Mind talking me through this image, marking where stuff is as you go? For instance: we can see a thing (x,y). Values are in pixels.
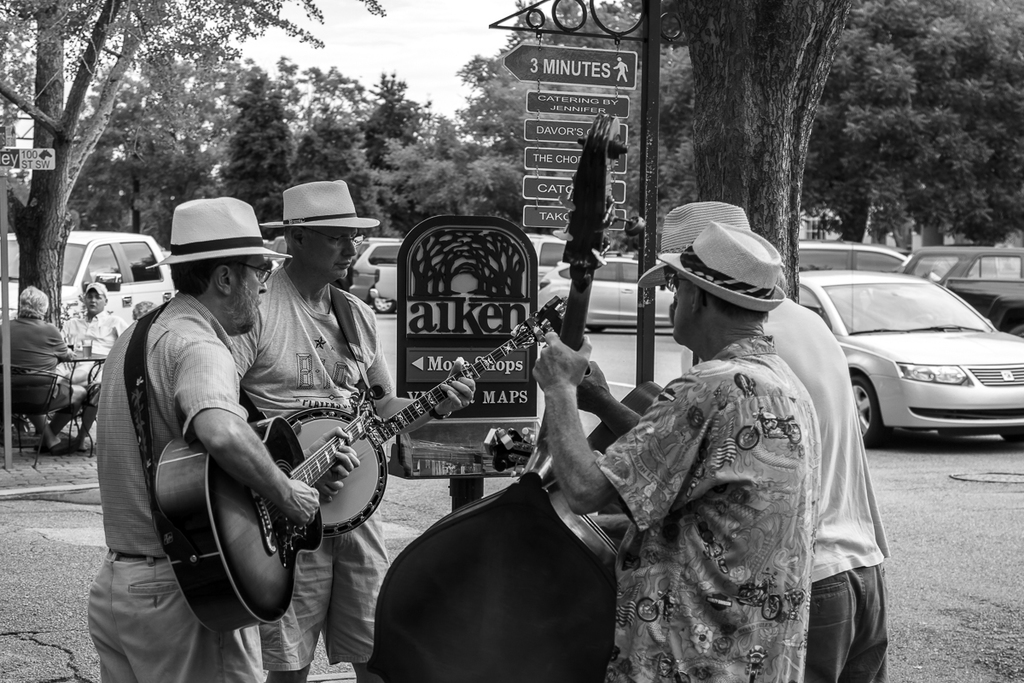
This is a black and white picture. In front of the picture, we see four men (765,382) are standing and they are holding guitars (374,453) in their hands (452,399). Beside that, we see boards (476,348) with some text (430,362) written on it. On the left side (64,378), we see people (70,396) are sitting on the chairs (52,382). In front of them, we see a table (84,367) on which glass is placed. On the right side (876,309), there are cars (879,315) which are parked on the road (400,521). There are trees (330,148) and the cars (903,398) are parked on the road (670,373), in the background (620,365).
